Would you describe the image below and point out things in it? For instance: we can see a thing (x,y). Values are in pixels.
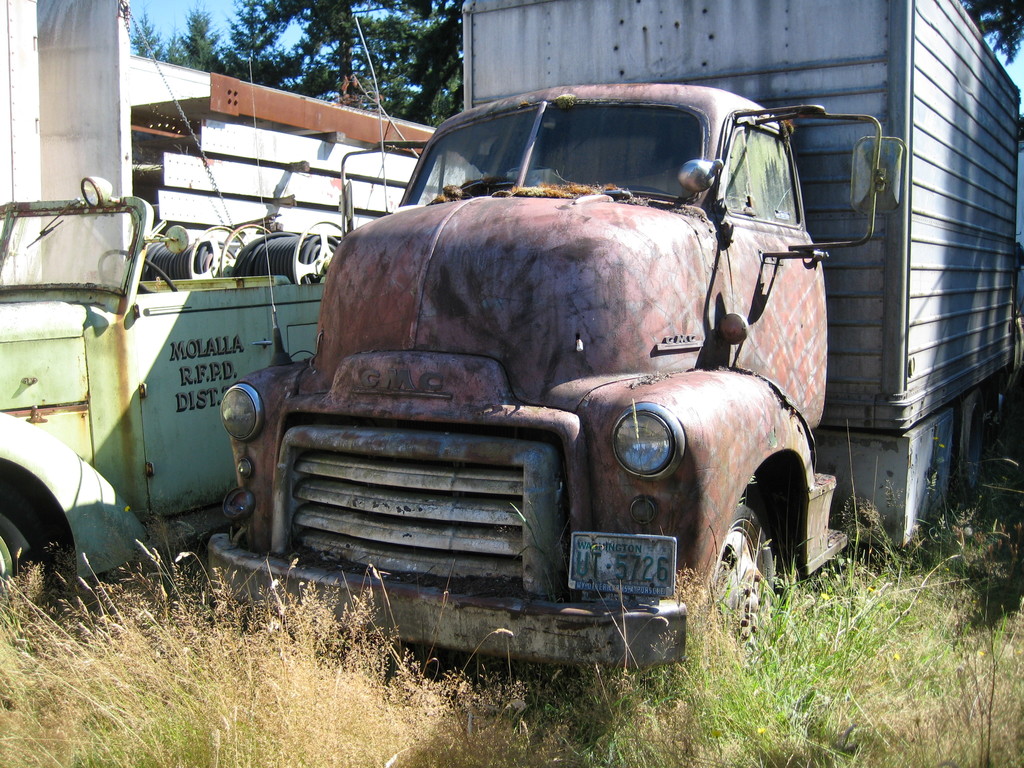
In this image we can see a truck (651,288) on the ground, here is the headlight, here is the grass (527,716), at beside here is the vehicle (192,319), here are the trees (345,82), at above here is the sky (291,25).
